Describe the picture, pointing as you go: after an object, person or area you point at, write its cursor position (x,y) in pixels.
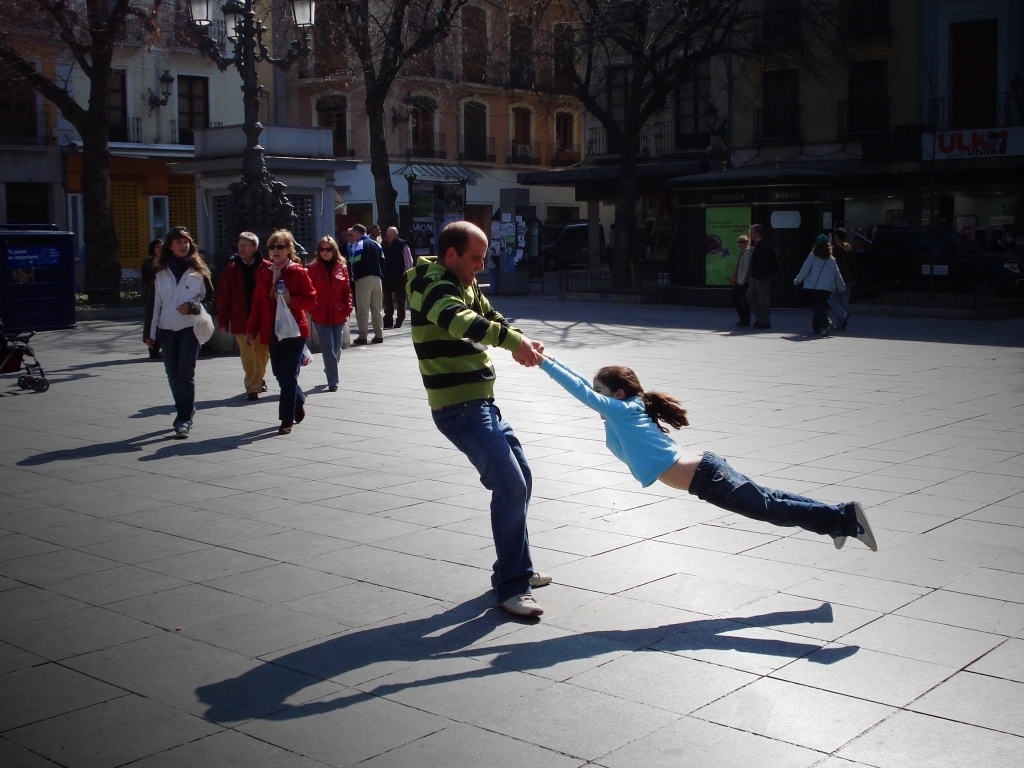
In the picture we can see a path (645,756) with tiles (664,549) on it, we can see a man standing and holding girls' hands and revolving around and behind him we can see some women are walking and behind them, we can see some men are standing and in the background (267,203), we can see a sculptured pole (267,217) and trees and behind it we can see some buildings (682,131) with windows (338,105) and doors (706,119) to it and near to the buildings (798,157) we can see some people (803,267) are standing.
